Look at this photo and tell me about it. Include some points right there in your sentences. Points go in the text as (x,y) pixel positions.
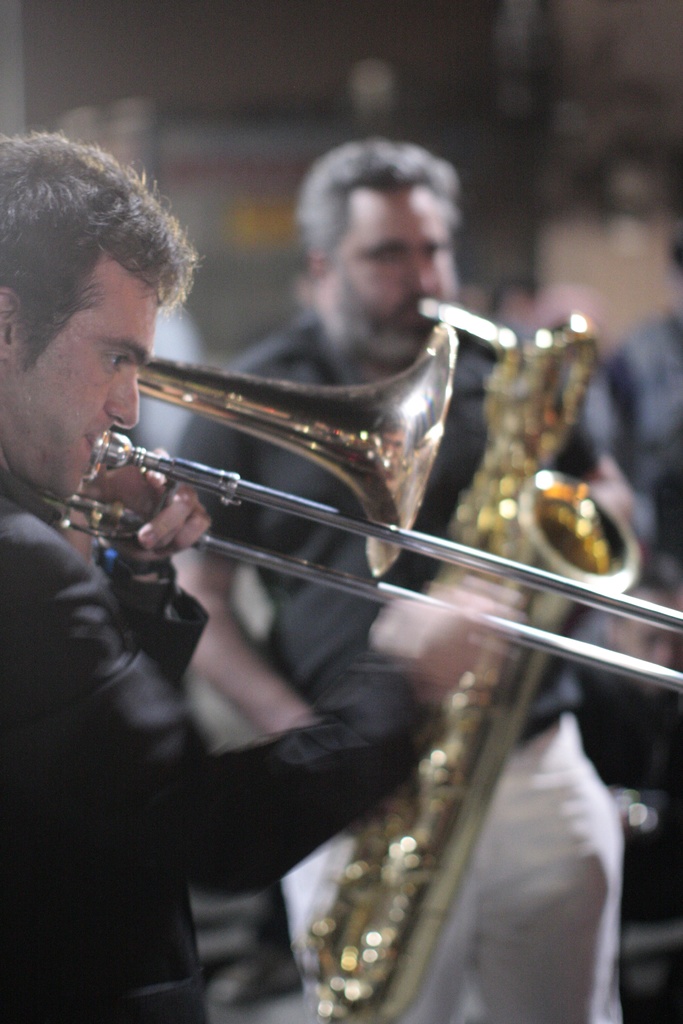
In this image I can see on the left side (38,317) a man (413,602) is playing the trombone (179,471) and there is another man (401,238) in the middle (322,487) standing and playing this musical instrument (502,465). he wore t-shirt (359,509), trouser (506,840).
